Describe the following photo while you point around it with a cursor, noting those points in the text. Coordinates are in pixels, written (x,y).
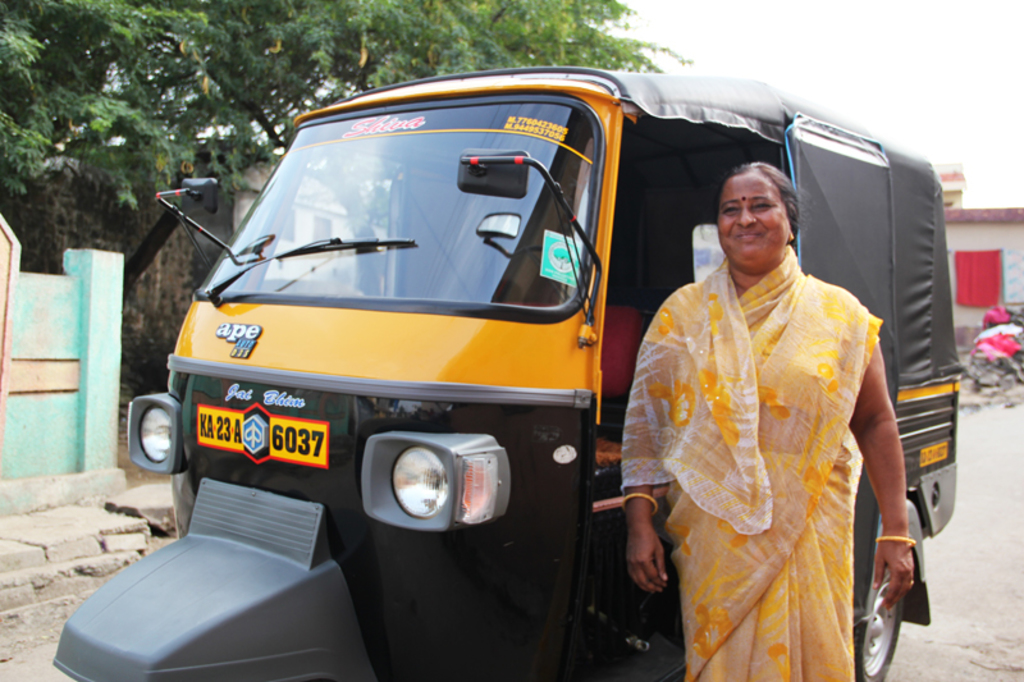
In this picture I can see a woman (785,508) is standing and smiling. The woman (757,454) is wearing a yellow color saree (774,484). Here I can see yellow and black color auto rickshaw (485,307). In the background (484,6) I can see trees (408,40), wall (66,369), houses (975,249) and the sky (819,47).
